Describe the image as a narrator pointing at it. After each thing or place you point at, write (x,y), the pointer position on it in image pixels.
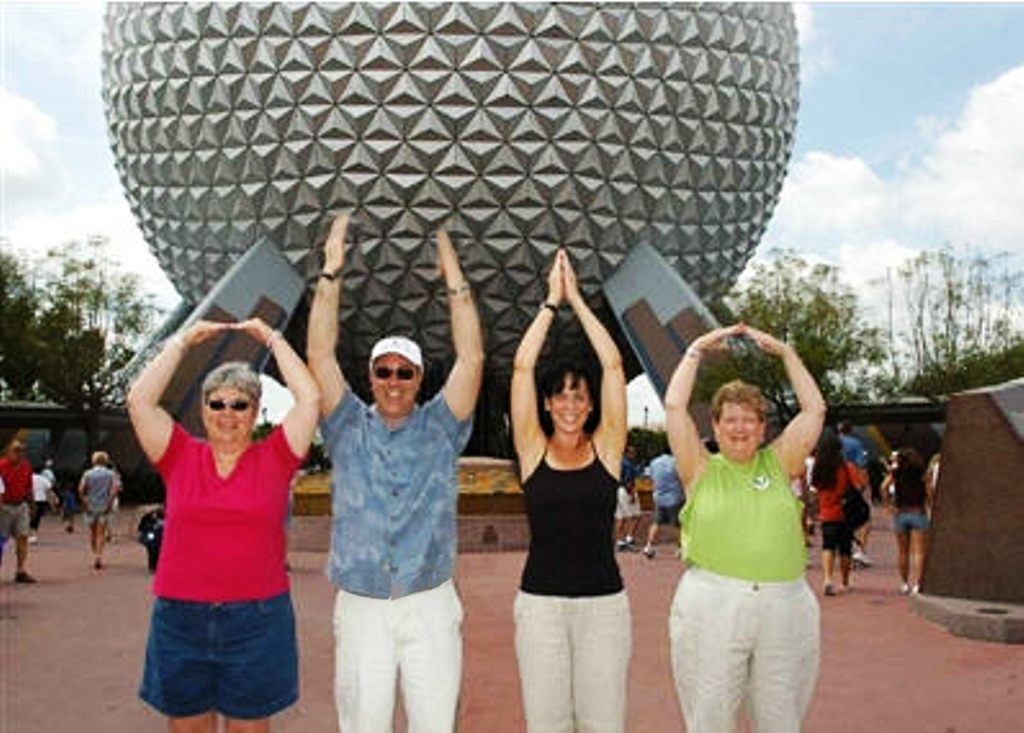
In the center of the image (402,443) we can see four people (540,580) are standing and they are smiling and they are in different costumes (601,613). Among them, we can see two persons (407,425) are wearing glasses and one person (432,425) is wearing a cap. In the background (407,212), we can see the sky (867,137), clouds (918,219), trees (992,270), one round shape architecture (492,203), few people (865,461) are walking, few people (894,457) are holding some objects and a few other objects (505,488).
